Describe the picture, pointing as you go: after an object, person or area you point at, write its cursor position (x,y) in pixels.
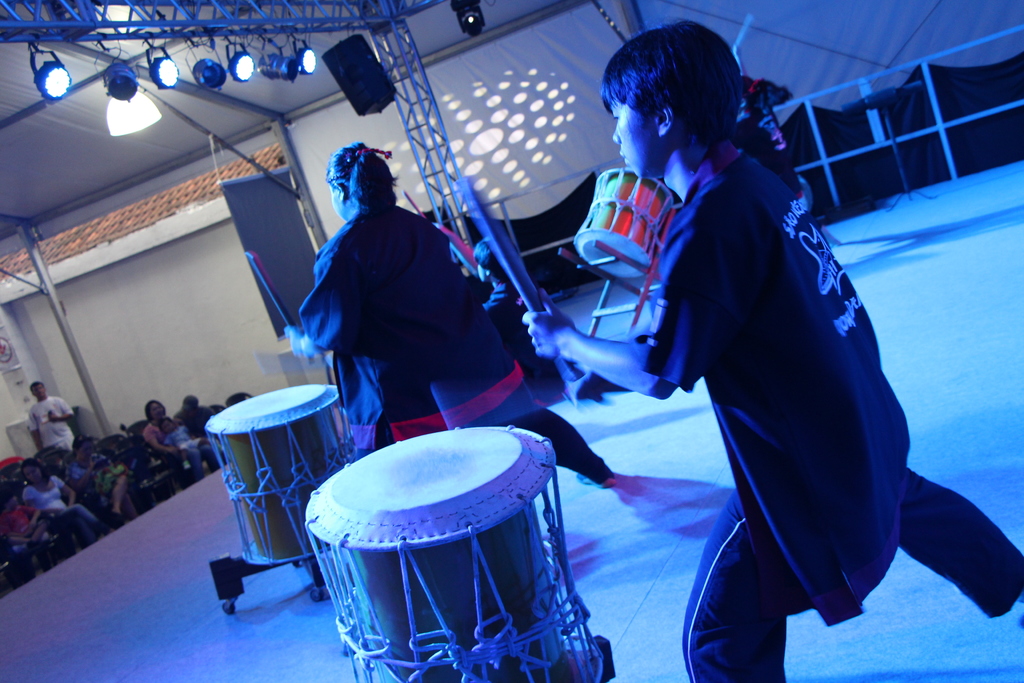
There are a four people (372,245) on a stage (902,565). They are playing drums (371,529) with drum sticks (472,194). Here we can see a few people (181,435) who are sitting on a chair (171,465) and watching these people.
